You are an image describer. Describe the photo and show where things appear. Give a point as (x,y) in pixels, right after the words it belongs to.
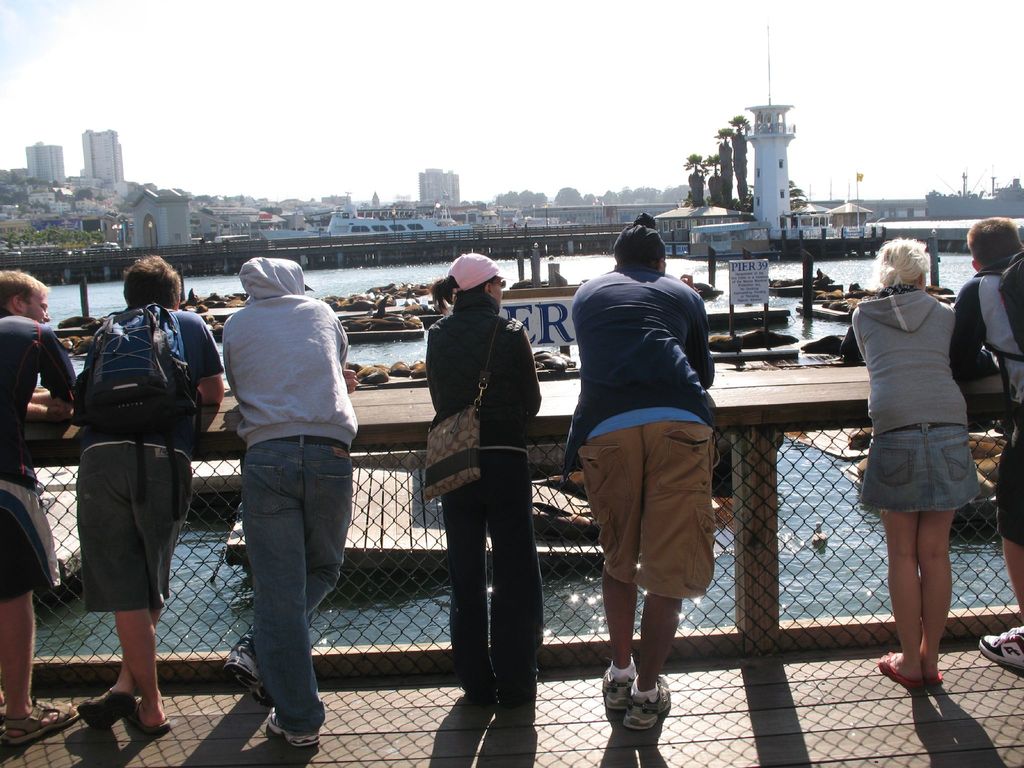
In the foreground of the picture (1008,263) I can see a few persons (479,427) standing on the wooden floor (680,695) and they are carrying a bag (1022,275). In the background (793,333), I can see the water (430,270), ships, buildings (74,228) and trees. There are clouds (322,30) in the sky (502,142).
